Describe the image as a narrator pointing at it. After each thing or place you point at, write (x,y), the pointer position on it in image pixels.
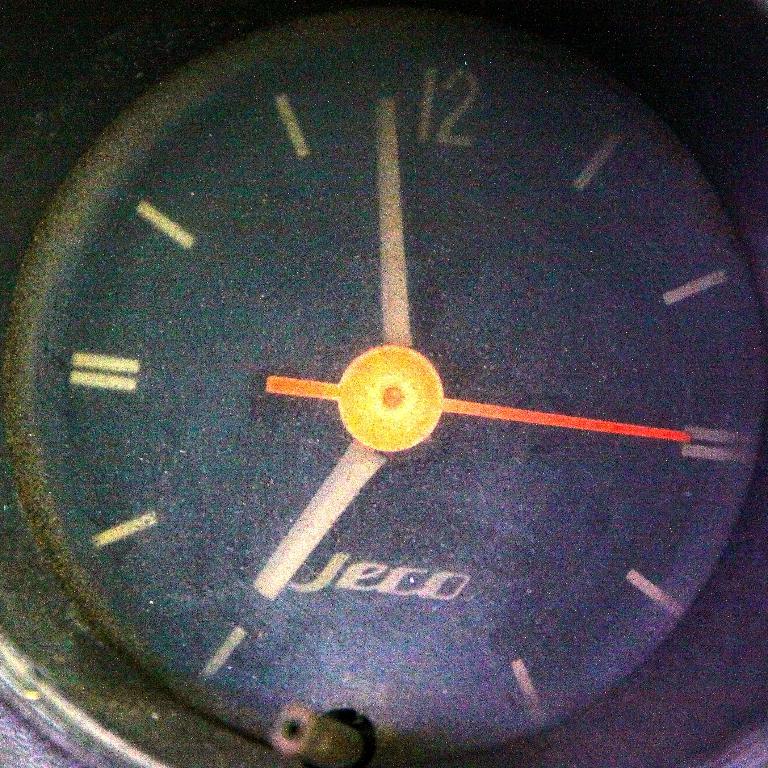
This is a zoomed in picture. In the center (497,434) there is a clock (457,387) and we can see the hands (402,297) of the clock (312,351) and we can see the text (386,585) and a number (456,92) on the face (262,293) of a clock (445,461).
